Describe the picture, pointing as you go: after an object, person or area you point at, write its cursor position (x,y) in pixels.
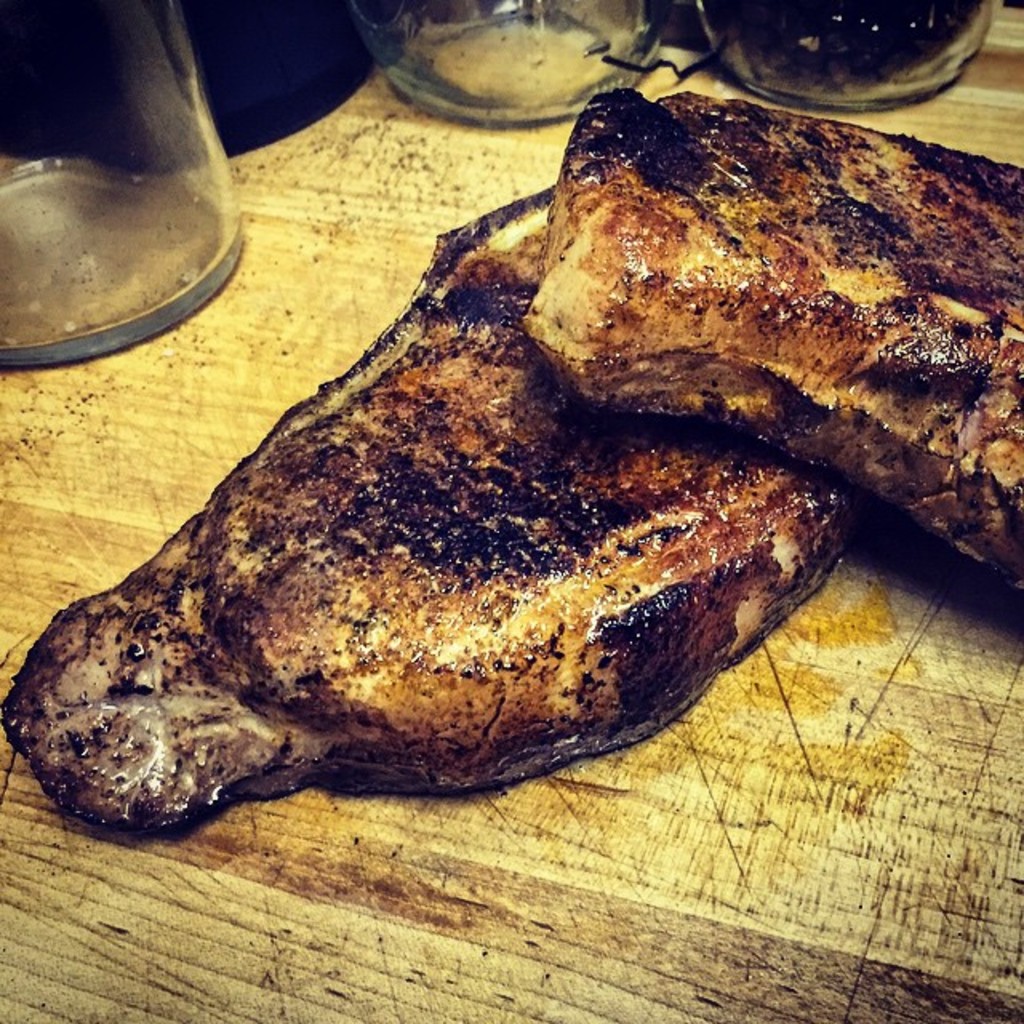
In this image we can see food (594,456) and group of glasses (887,44) placed on the table (532,877).
